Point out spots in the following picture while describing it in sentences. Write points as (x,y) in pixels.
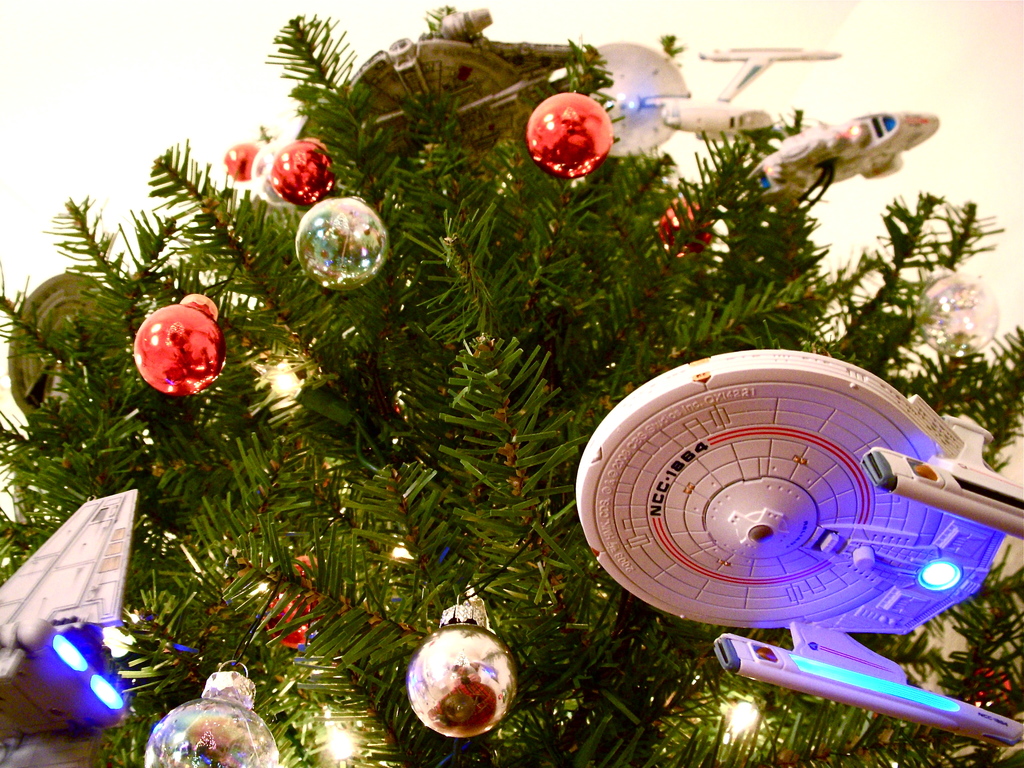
In this image there is a Christmas tree (433,448) in the middle (406,410). To the tree (406,410) there are balls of different color. On the right side (826,543) there is a device (895,558) with a light (948,587) in the middle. There are so many devices (536,81) around the tree (404,394).
